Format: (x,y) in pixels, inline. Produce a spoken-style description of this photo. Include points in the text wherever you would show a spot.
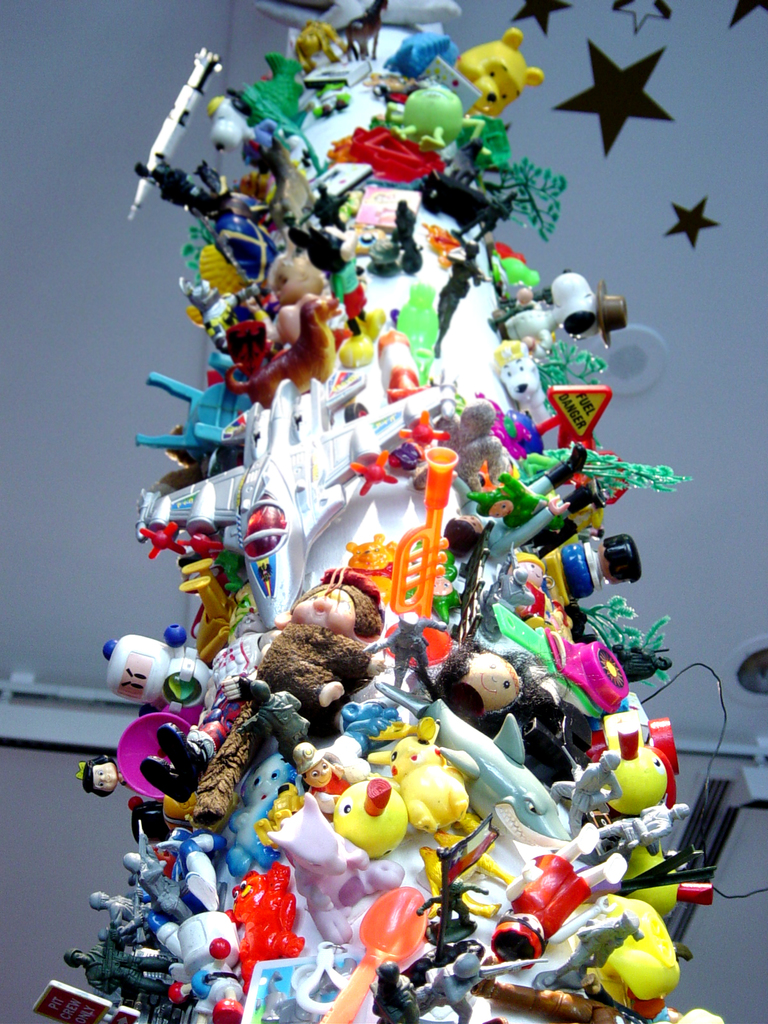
In the image to the wall (710,287) there are many toys (394,410). At the right top of the image (616,112) on the wall (638,10) there are stars (531,0).
